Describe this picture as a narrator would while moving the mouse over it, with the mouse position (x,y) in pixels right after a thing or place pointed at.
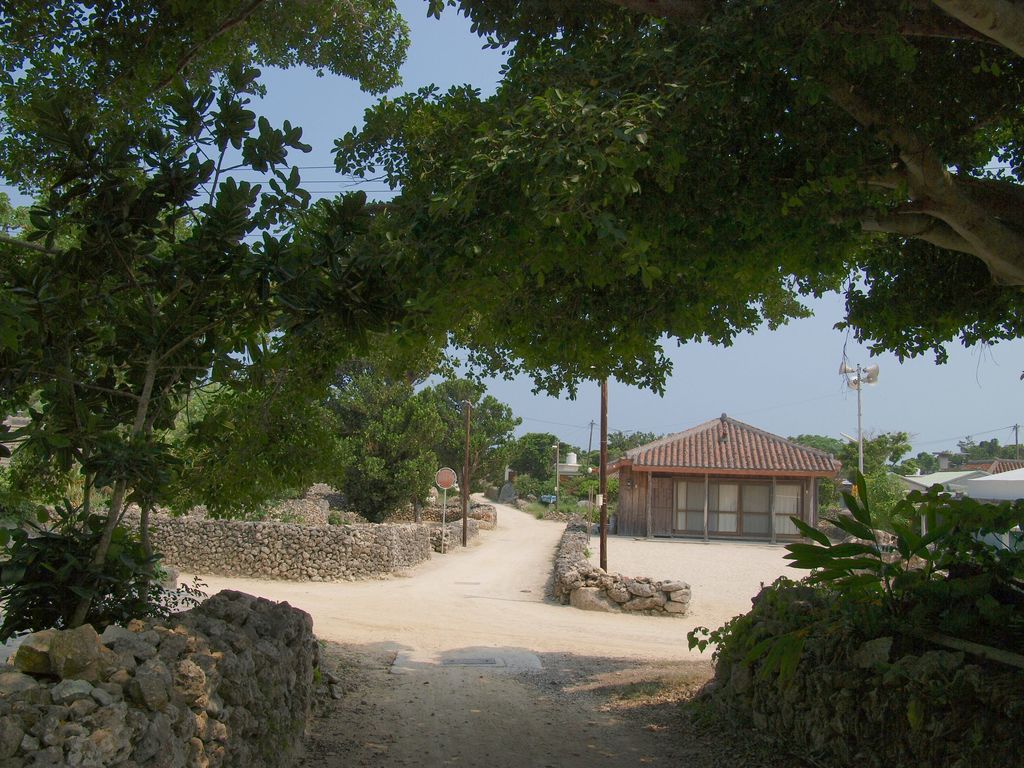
In this image I can see trees (596,316) in green color. In front I can see a house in gray and brown color, a board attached to the pole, a light pole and the sky (770,393) is in blue color.
